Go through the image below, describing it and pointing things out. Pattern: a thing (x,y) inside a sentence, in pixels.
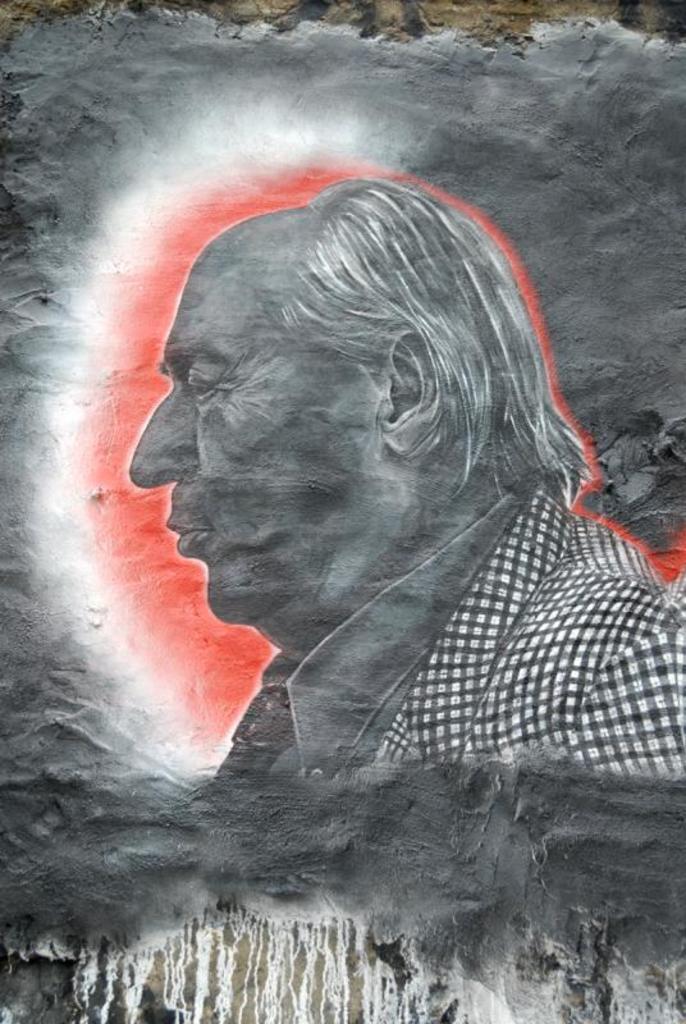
In this image there is a painting (328,339) of a person (242,348) on the wall (6,862).
